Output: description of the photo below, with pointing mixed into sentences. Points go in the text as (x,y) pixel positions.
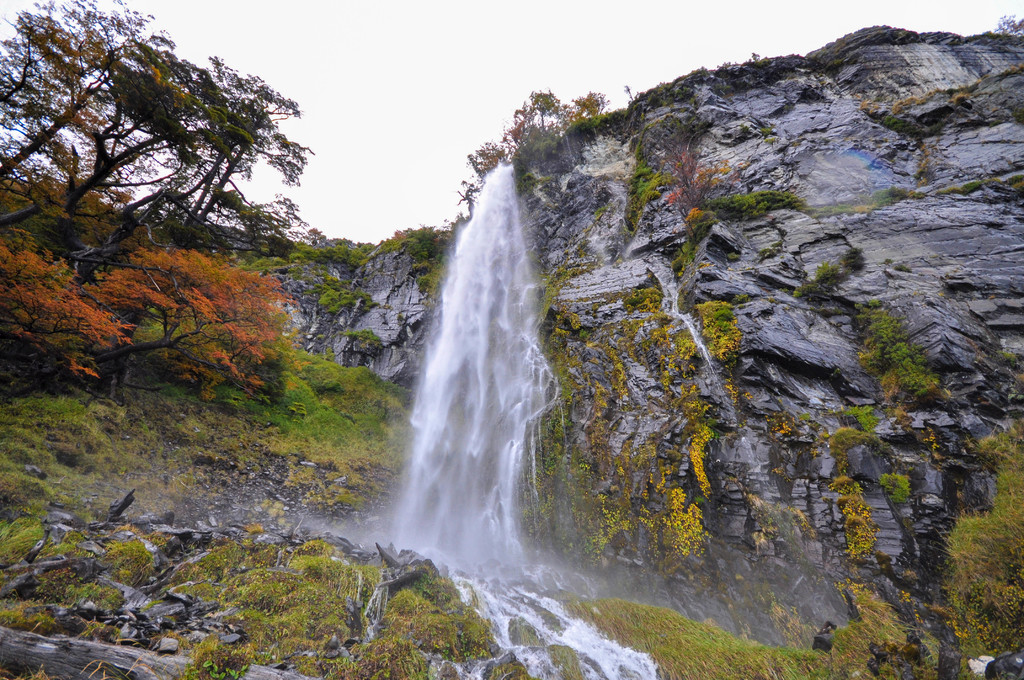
In this image I can see a waterfall (486,407) from a mountain (555,151) in the center of the image (506,426). I can see trees (174,210) in the top left corner (192,167). At the top of the image (328,58) I can see the sky (425,56).
